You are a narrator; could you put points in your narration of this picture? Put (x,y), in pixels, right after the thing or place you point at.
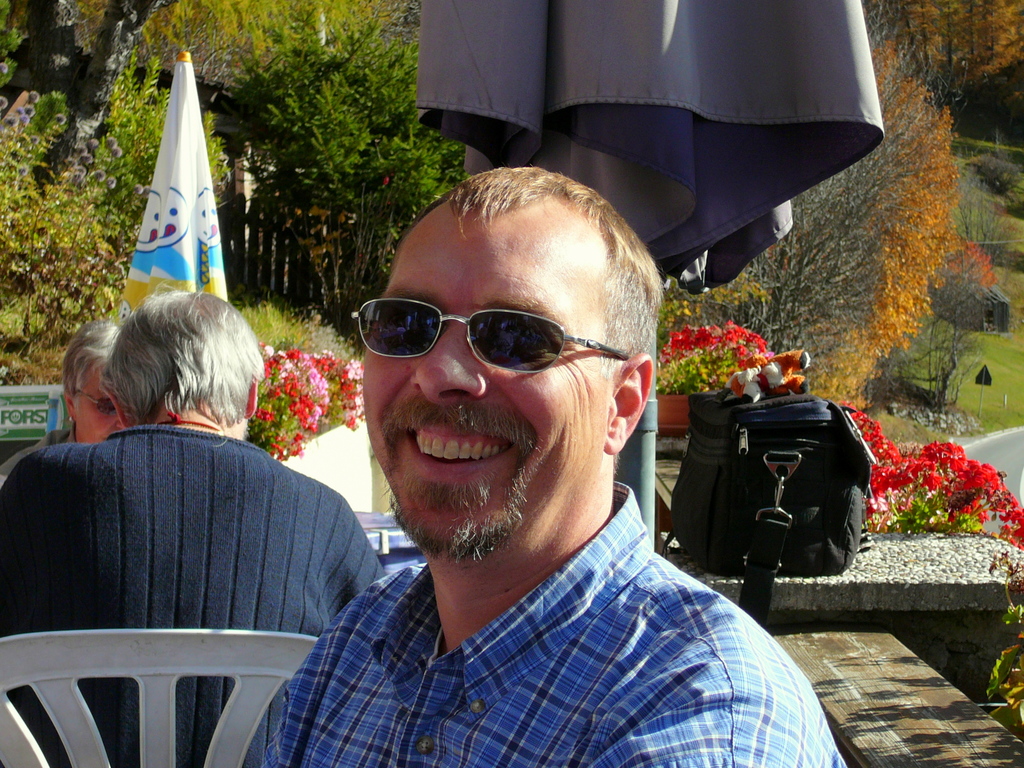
In this image we can see a man (490,386) and he has goggles (499,326) to his eyes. In the background (95,453) we can see a person (80,444) is sitting on the chair (127,665), plants (70,247) with flowers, umbrellas (821,43), bag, another person (96,435), fence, grass (994,362), trees (913,328), house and other objects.
